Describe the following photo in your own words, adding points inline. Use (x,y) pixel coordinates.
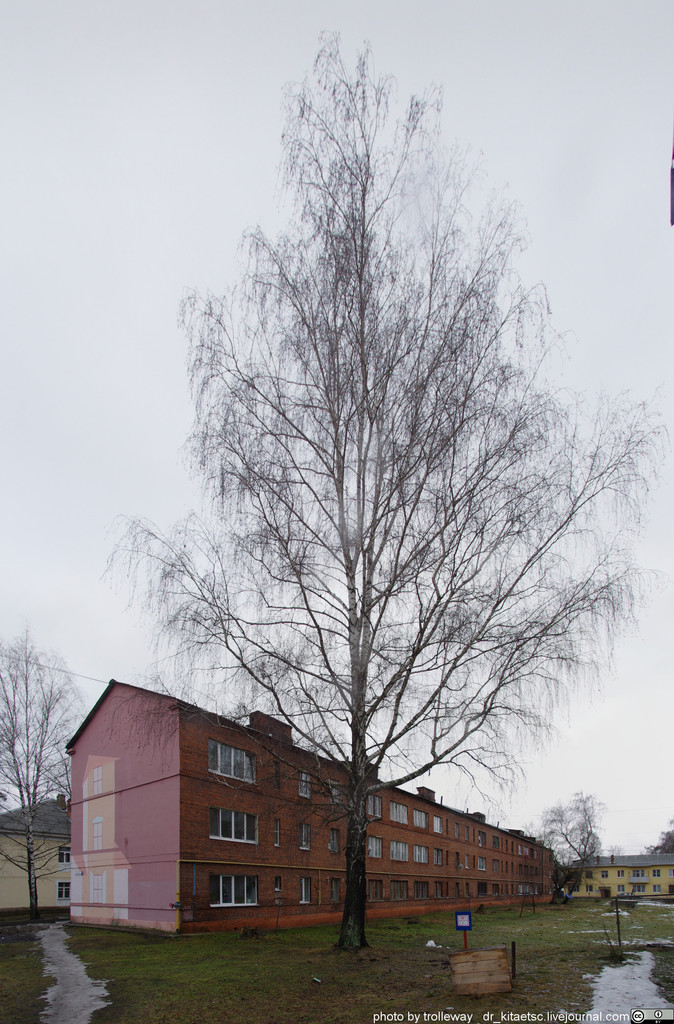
In this image, there are a few houses (219,719). We can see the ground (235,976) covered with grass (271,957) and some objects (501,963). We can also see some trees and a board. We can also see the sky (581,715).
